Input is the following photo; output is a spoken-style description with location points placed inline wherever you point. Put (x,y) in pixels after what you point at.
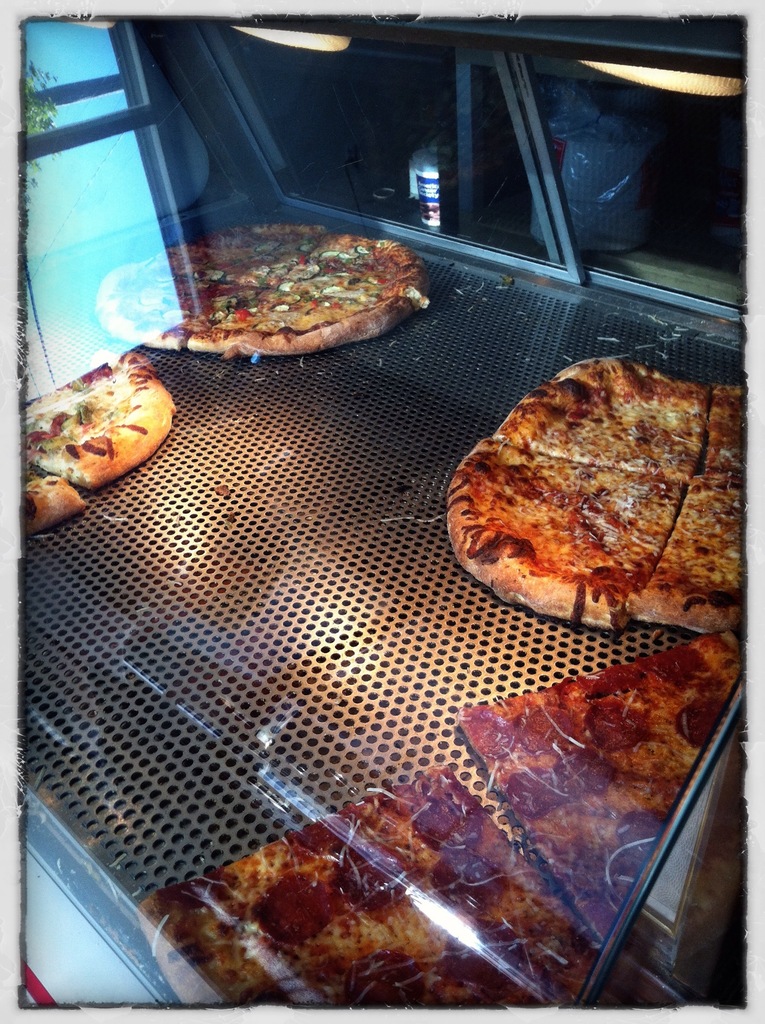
In this picture we can observe some pizzas (595,563) stored in the closed glass (85,310). We can observe some pieces (419,878) of pizza (582,738) on the right side (579,821). On the left side (77,300) there is a blue color light (72,168).
